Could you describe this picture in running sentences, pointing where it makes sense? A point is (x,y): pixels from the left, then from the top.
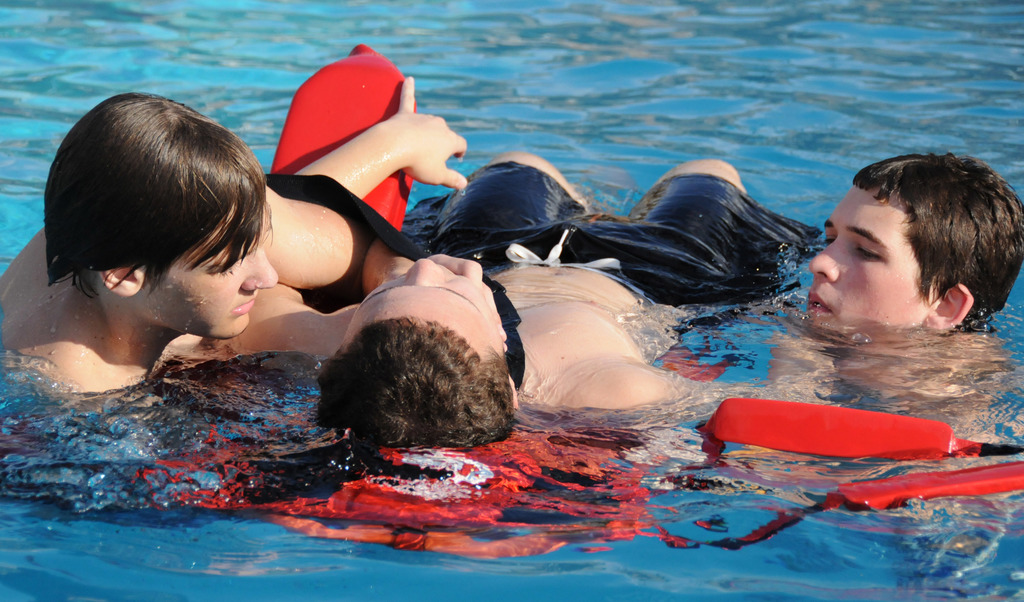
In this image three men (455,232) are on the water body (1013,70). The middle person (464,241) is on red rescue tubes (480,500).
